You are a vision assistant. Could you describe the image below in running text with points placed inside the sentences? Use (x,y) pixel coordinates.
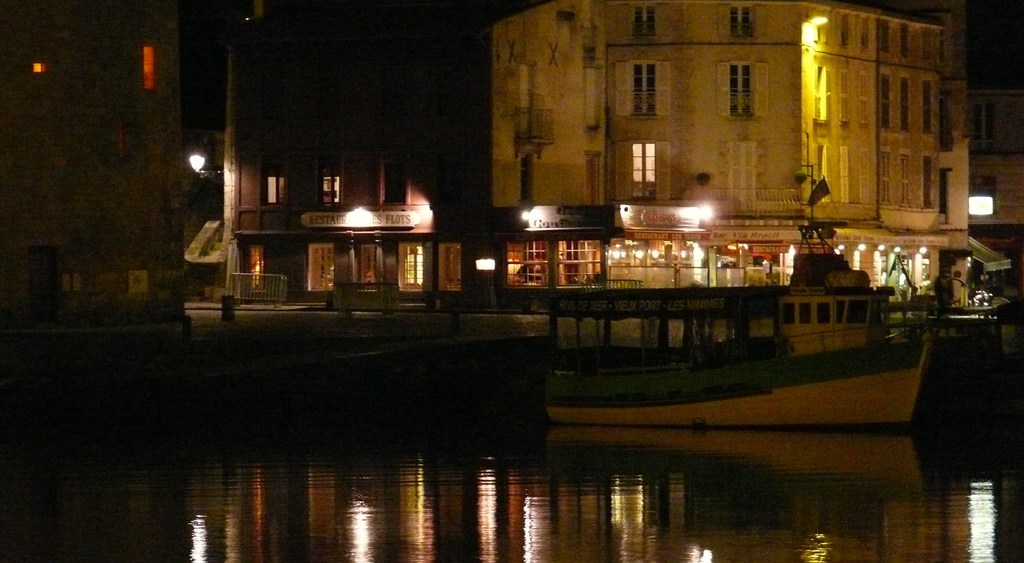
Here in this picture in the front (694,332) we can see boats (653,416) present in the water (222,450) over there and in front of them we can see buildings (417,169) and stores (879,255) present all over there and we can see light posts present here and there and we can see hoardings (636,235) also present here and there.
